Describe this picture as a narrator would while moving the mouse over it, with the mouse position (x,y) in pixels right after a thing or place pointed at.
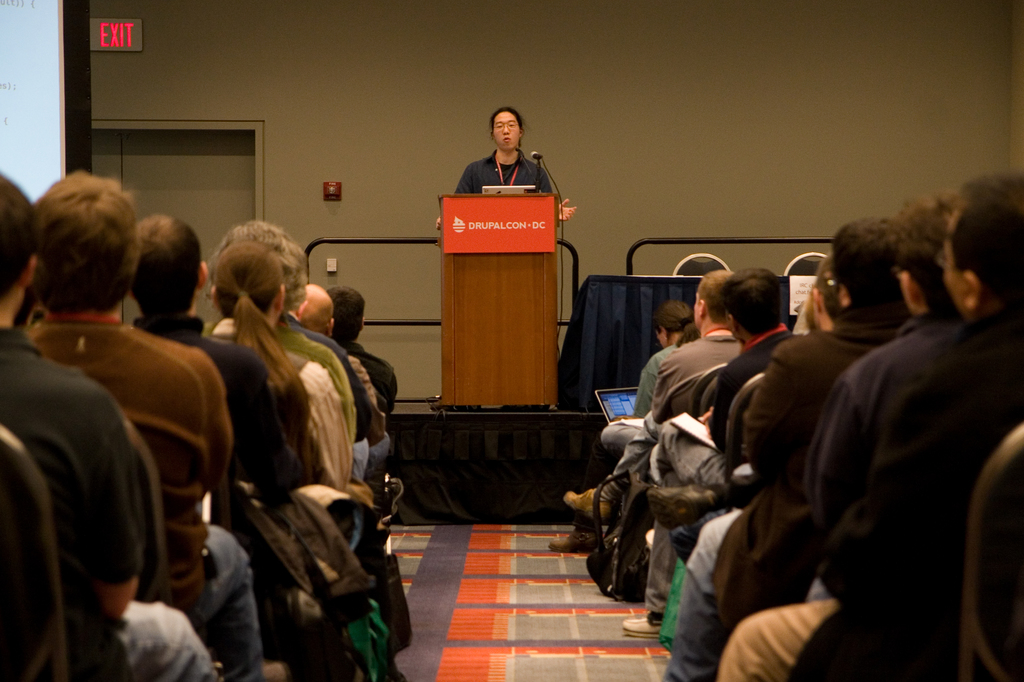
In this image we can see many people (934,531) sitting. In the back (524,178) there is a person (472,185) standing. In front of him there is a podium (504,337) with a board (481,231). On that something is written. Also there is a mic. In the background (393,94) there is a wall (146,41) with an exit board (124,34). Also there is door (176,167). And there are railings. And there is a table (661,277). And there are chairs (688,270). And there is a person (610,431) holding a laptop (613,408). Near to him there is a bag (621,520).
